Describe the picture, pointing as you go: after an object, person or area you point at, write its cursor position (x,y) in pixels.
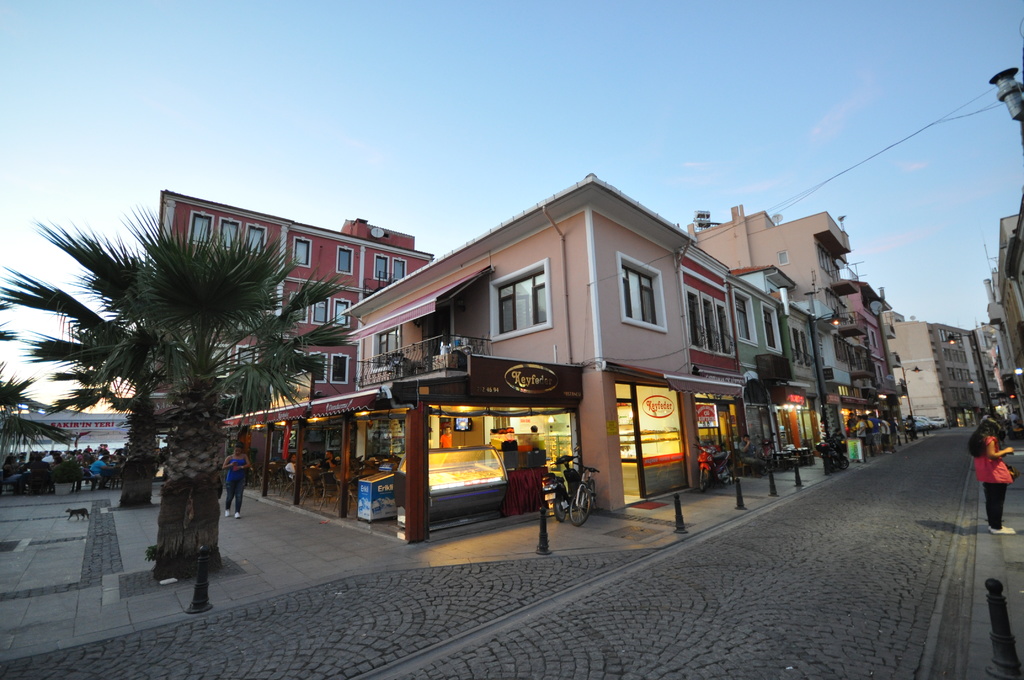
In this image I can see the road (865,559), a woman (990,508) standing, few poles (680,523) on the sidewalk (560,533), few bicycles (576,512), few trees (194,380), few persons (100,456) sitting on chairs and few buildings (490,346). In the background (464,74) I can see the sky (445,136).
